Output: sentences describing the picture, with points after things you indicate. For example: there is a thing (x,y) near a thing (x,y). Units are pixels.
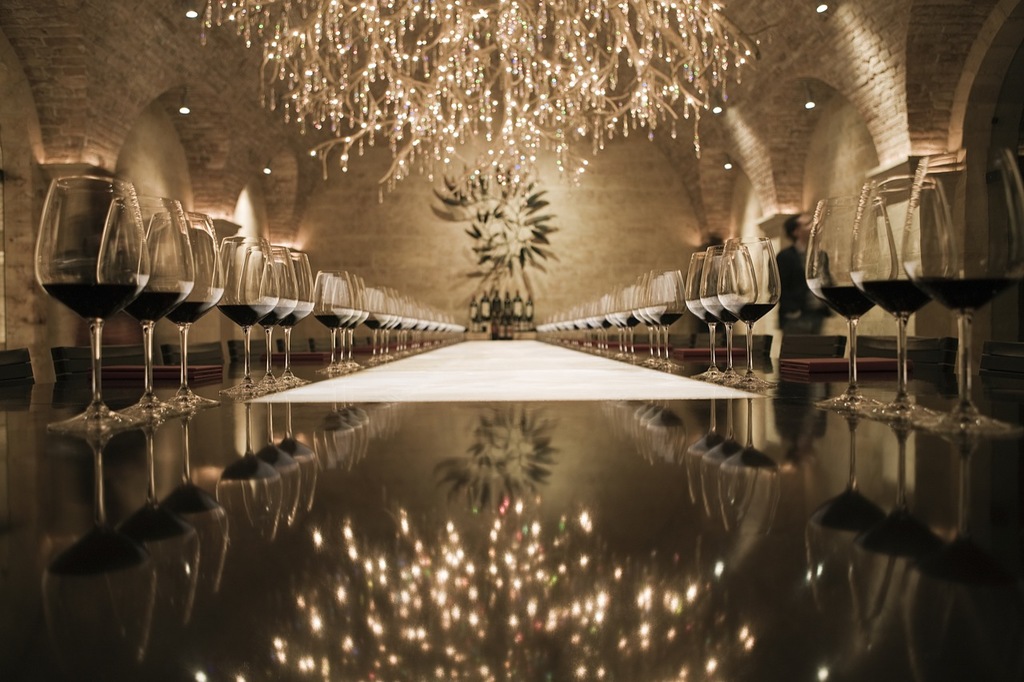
In the foreground of this image (513,537), there is a table (776,533) on which many glasses (585,327) are placed on it. In the background (48,367), there are chairs (62,354), wall (96,72), lights (187,112) and a chandelier (423,83).
